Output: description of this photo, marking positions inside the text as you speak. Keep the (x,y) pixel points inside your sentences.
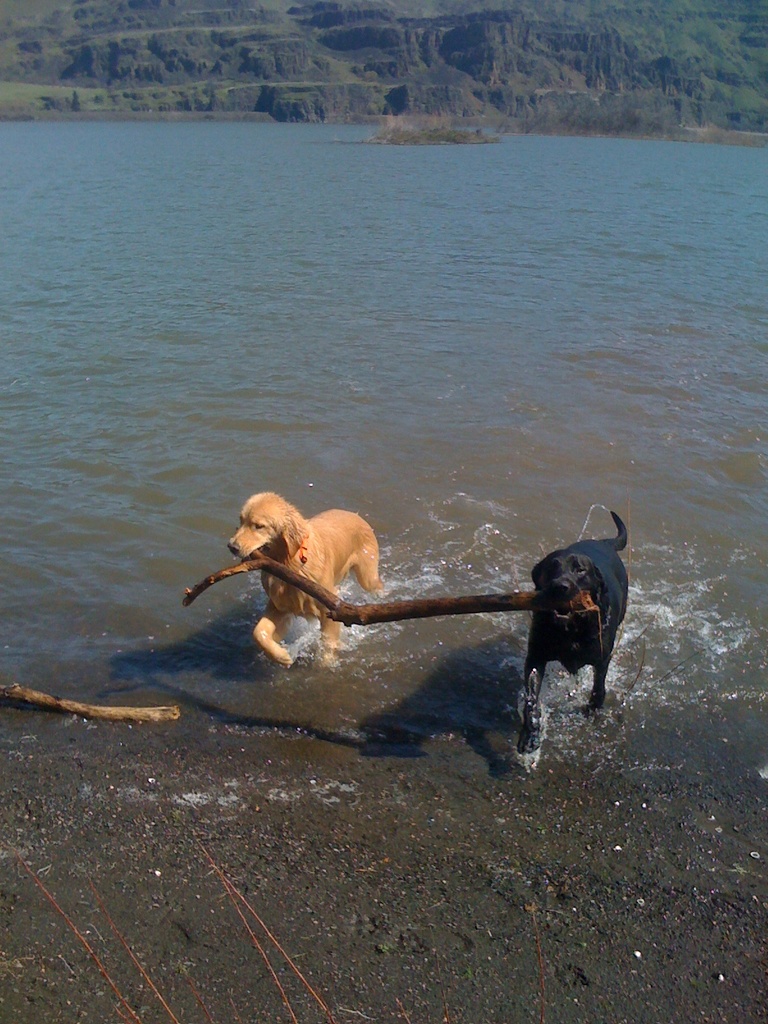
In this image two dogs (558,601) are holding a stick (534,594) with their mouth (568,601). Dogs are in water (306,505). Bottom of image (291,911) there is land (97,779) having a stick (105,709) on it. Top of the image (165,64) there is hill (443,28).
